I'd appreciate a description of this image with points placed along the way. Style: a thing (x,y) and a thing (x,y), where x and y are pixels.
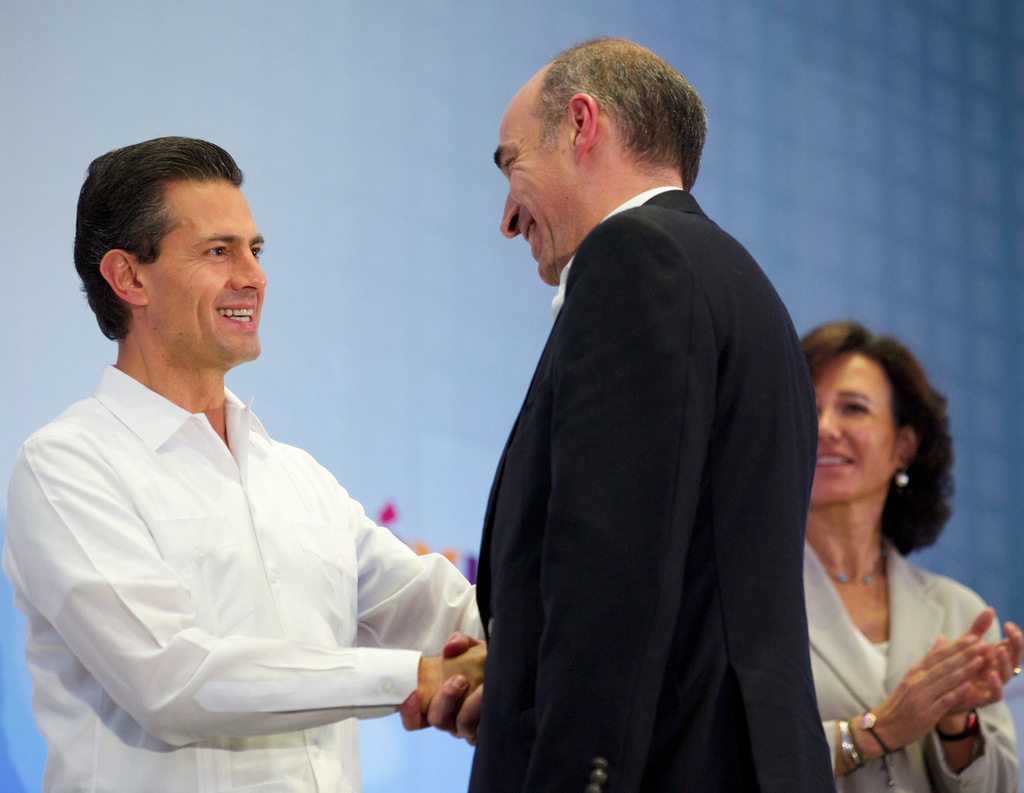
In this image there are two people (364,521) shaking hands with a smile on their face (573,238), behind them there is a woman (897,678) clapping, behind them there is a screen (478,280).
